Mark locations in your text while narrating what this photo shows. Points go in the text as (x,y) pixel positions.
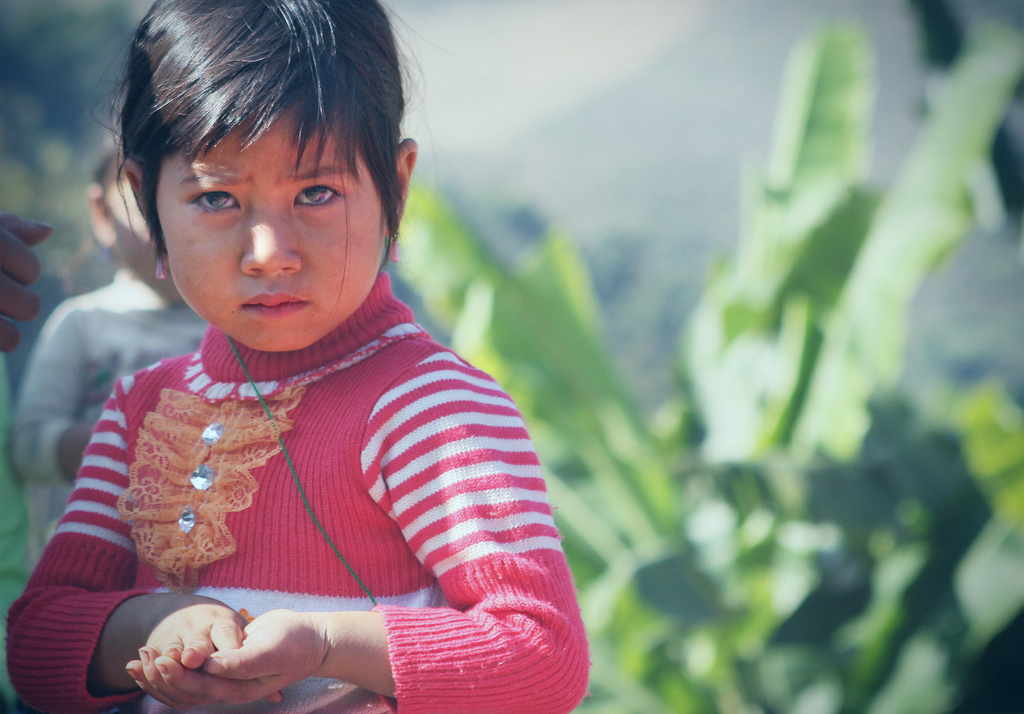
In this image, there are a few people (216,375). We can also see some plants (568,272) and the blurred background (532,9).
